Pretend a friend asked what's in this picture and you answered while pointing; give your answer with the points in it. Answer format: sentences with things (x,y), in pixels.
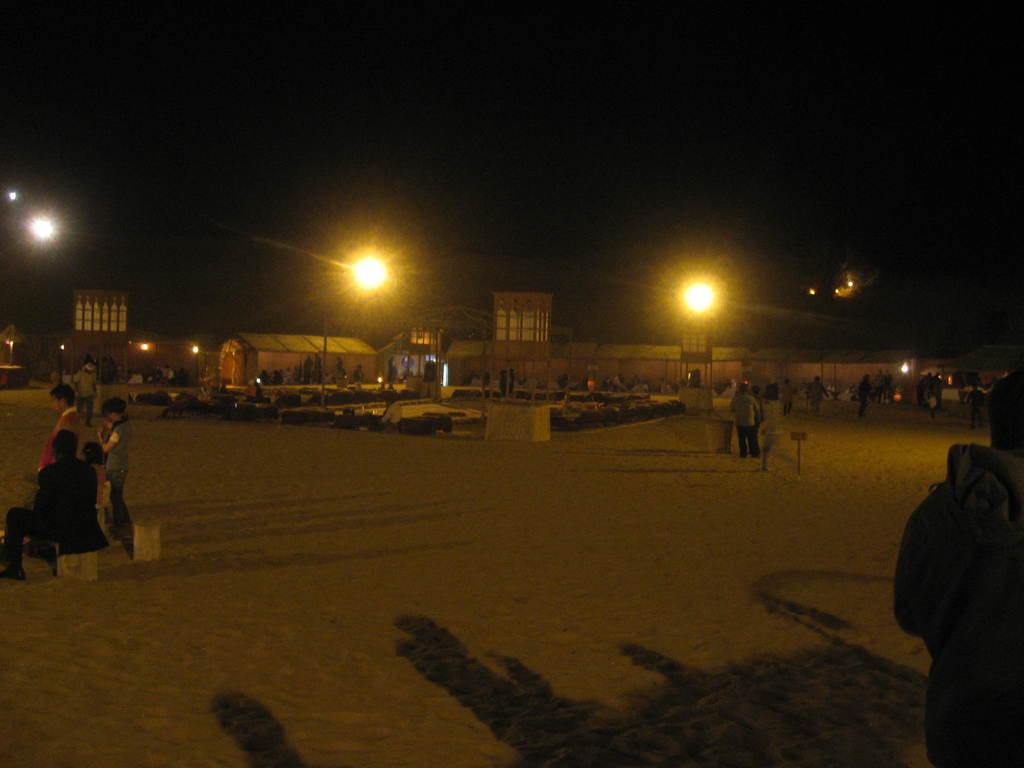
On the left side of the image (117,456) we can see people (100,455) sitting and standing. On the right (951,705) there is a man (943,637). In the center (675,374) there are lights (705,299), poles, sheds (452,379) and buildings (508,314). In the background (565,326) there are people (736,413) and sky (338,123).
